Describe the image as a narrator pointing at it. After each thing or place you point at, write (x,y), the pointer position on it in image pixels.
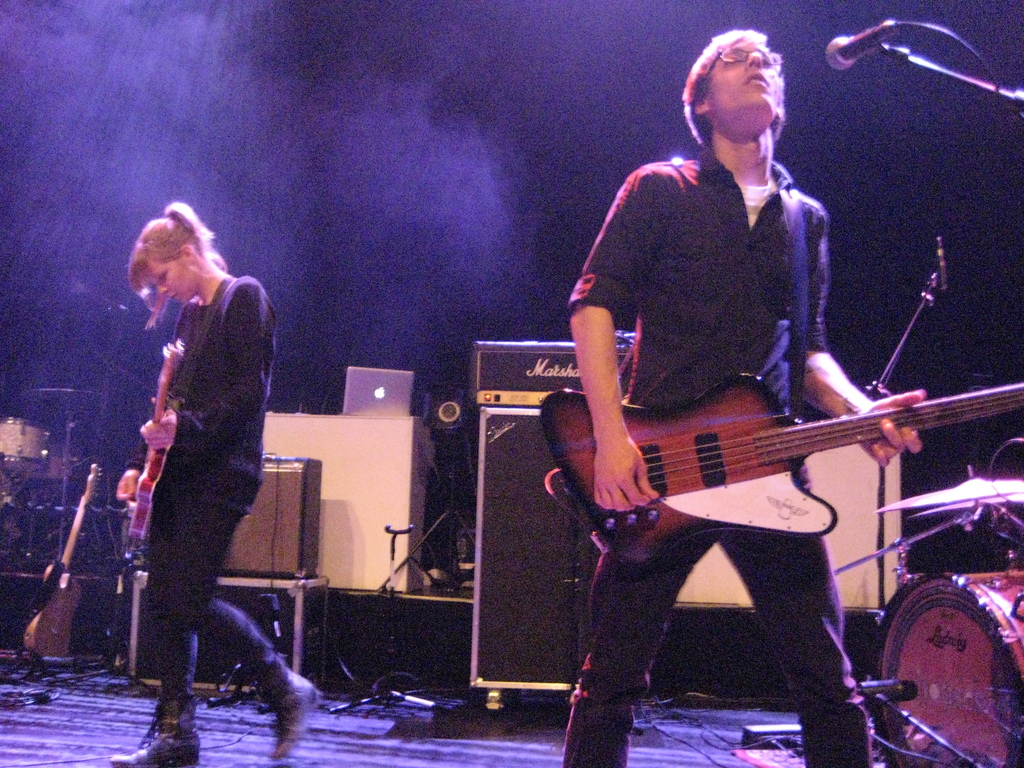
In this image we can see few people (661,329) are playing musical instruments (680,438). There are many objects (962,628) placed on the stage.
